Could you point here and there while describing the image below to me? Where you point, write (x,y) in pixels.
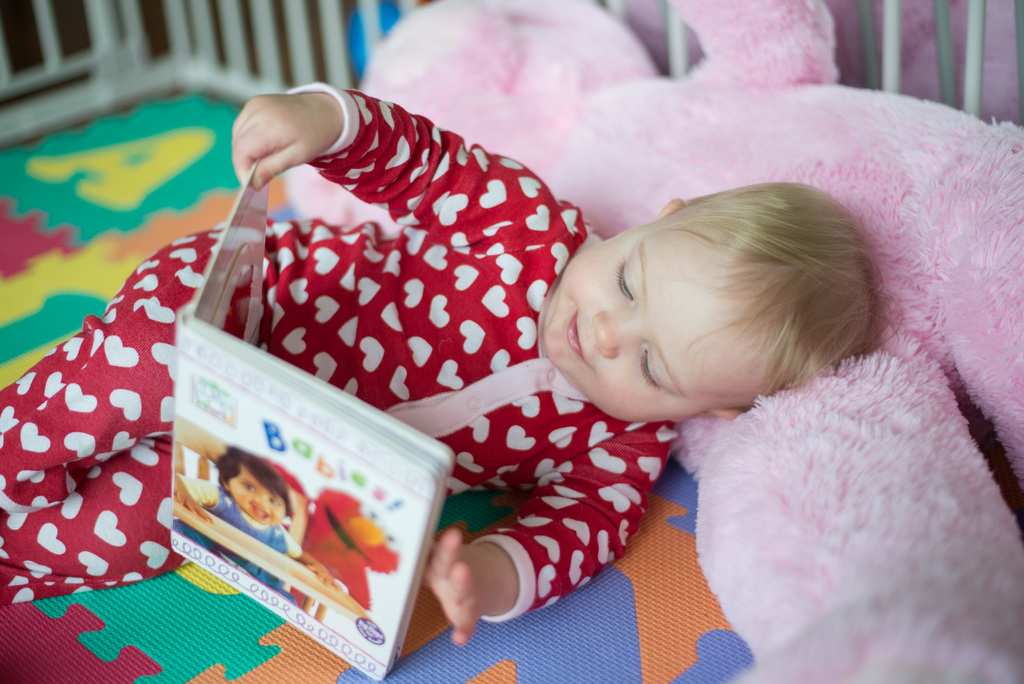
In this image, we can see a kid (510,311) lying and holding a book (196,357). In the background (546,93), there is a teddy bear (533,86) and we can see grilles (296,33). At the bottom (272,652), there is a mat (539,649).
